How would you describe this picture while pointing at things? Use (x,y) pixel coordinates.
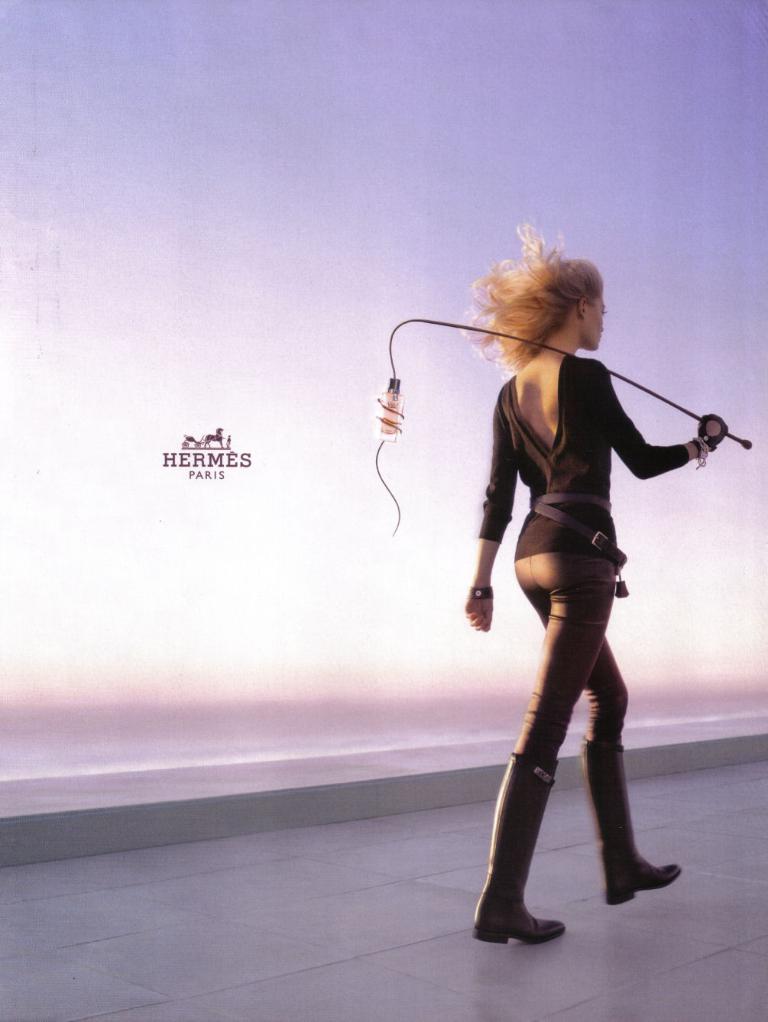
In this picture there is a girl (567,474) wearing a black color t-shirt (567,490), black jeans (575,589) with black boots (512,878) is walking and holding the stick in the hand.
